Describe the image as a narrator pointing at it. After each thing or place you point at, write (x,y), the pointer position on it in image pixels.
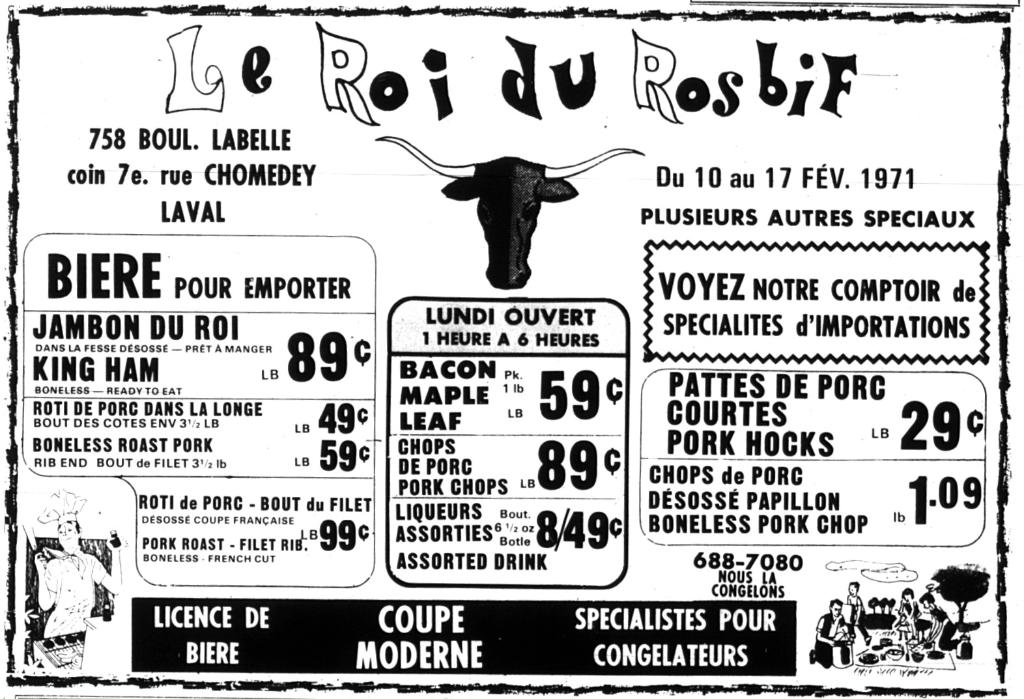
There is a poster (472,404) in which, there are texts (252,147), numbers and cartoon images (952,575). And the background of this poster (813,47) is white in color.
